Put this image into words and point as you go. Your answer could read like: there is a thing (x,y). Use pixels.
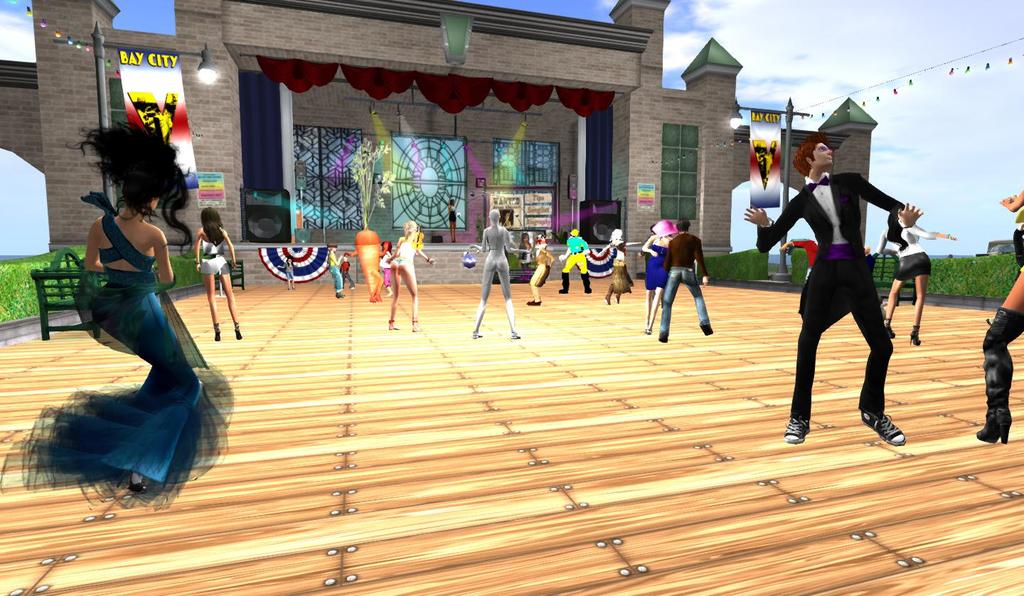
It is an animated image. In this image we can see the people (152,166) dancing on the wooden floor (612,378). We can also see the benches (53,278), light poles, banners (146,127), lights (929,67), plant (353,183) and also the building (342,190). In the background (957,190) there is sky (869,70) with the clouds (962,111).
